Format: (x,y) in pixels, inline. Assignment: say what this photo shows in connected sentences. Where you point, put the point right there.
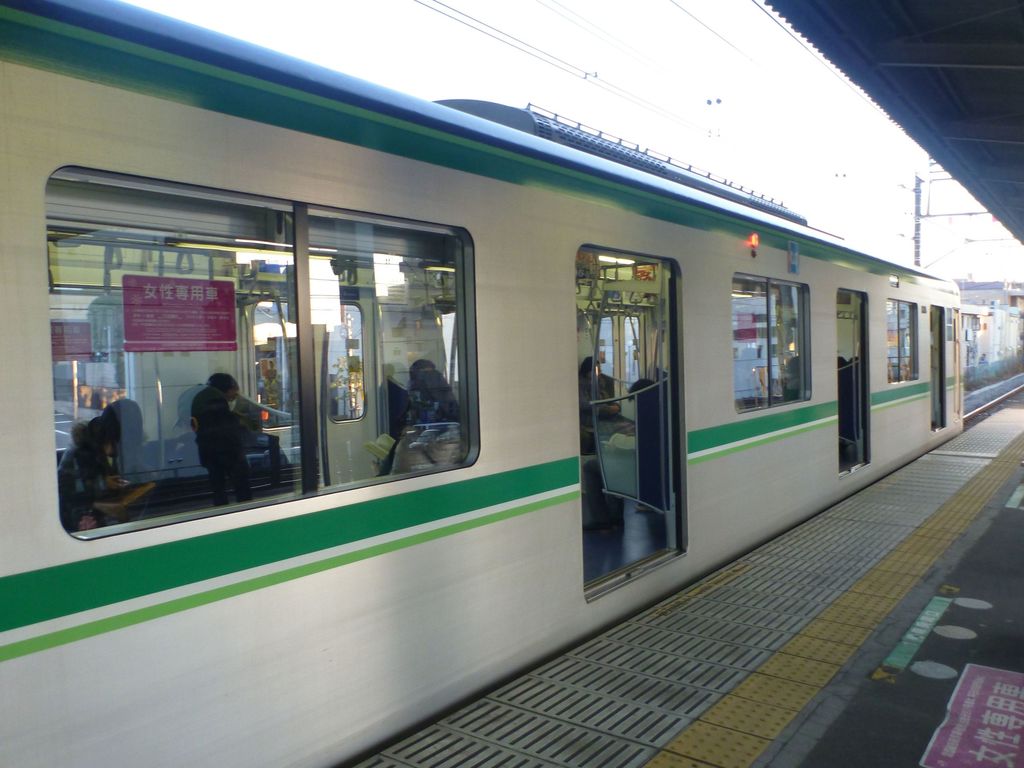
In the center of the image (511,411) a train (539,379) is present. In train (514,392) some persons (420,363) are there. At the top of the image (754,68) we can see some wires (522,50), sky (634,50) are present. At the bottom right corner (849,694) platform (857,631) is there. At the top right corner (981,87) roof (982,78) is present. In the middle of the image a pole (915,209) is there.
